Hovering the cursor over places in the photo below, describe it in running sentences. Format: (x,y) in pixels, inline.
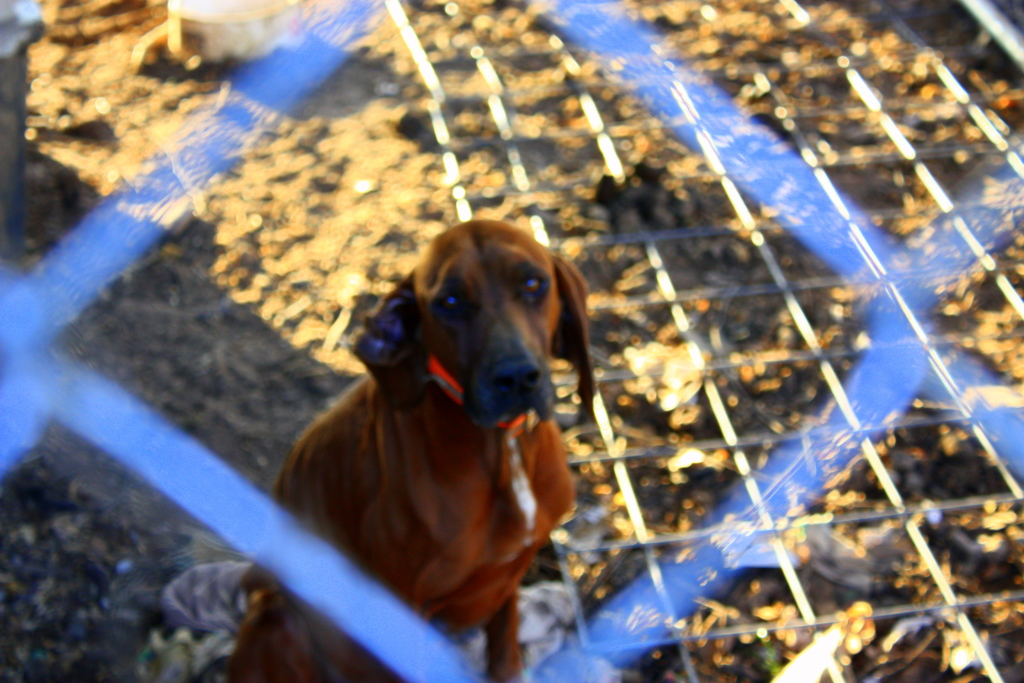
In the center of the image (466,334) we can see a dog (457,328). We can also see a fence (269,63) and a container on the ground (376,241).
